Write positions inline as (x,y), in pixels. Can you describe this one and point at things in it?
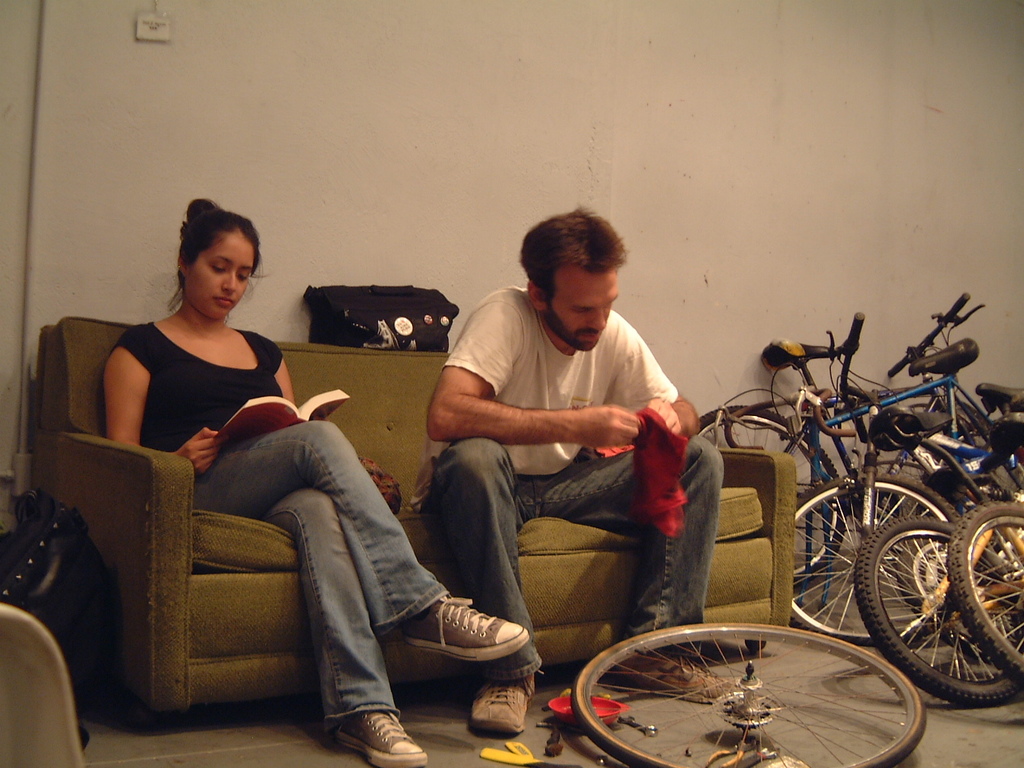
In the image we can see a man (447,473) and a woman (250,484) sitting, they are wearing clothes (256,499) and shoes (425,645). The woman (253,438) is holding the book (228,437) and the man (567,420) is holding a cloth (604,452) in his hand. Here we can see the couch (221,640) and bicycles (920,587). Here we can see the floor (244,729) and the wall (300,80).
